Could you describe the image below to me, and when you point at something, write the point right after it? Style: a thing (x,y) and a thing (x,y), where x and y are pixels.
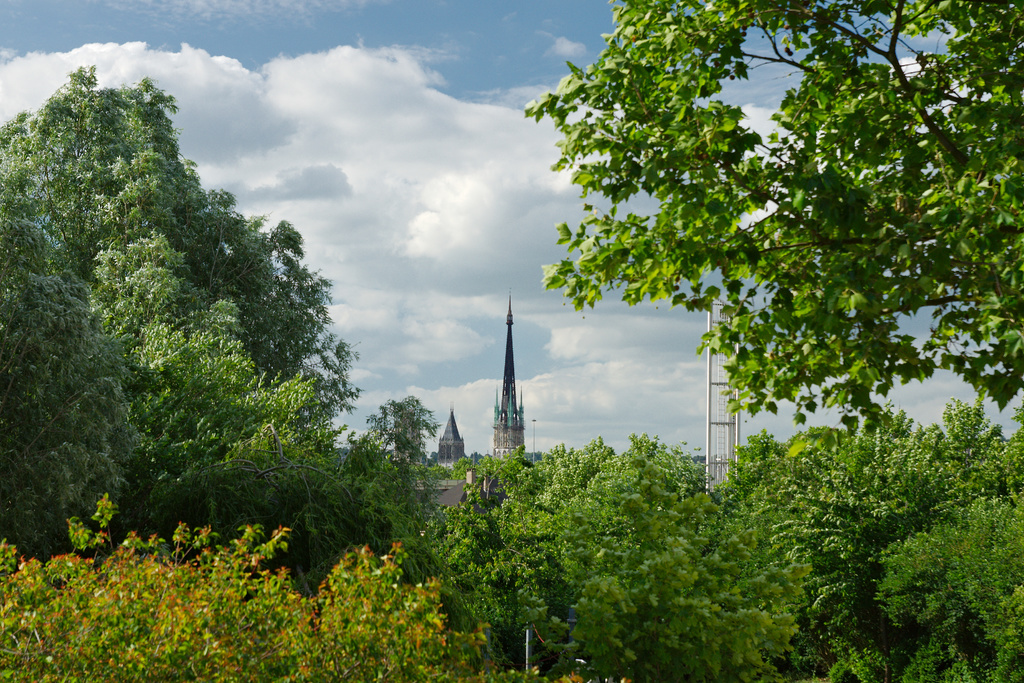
In the center of the image (504,421) we can see the buildings (496,432), trees (742,396) and tower (728,422). At the top of the image (388,127) we can see the clouds (404,211) are present in the sky (552,257).
